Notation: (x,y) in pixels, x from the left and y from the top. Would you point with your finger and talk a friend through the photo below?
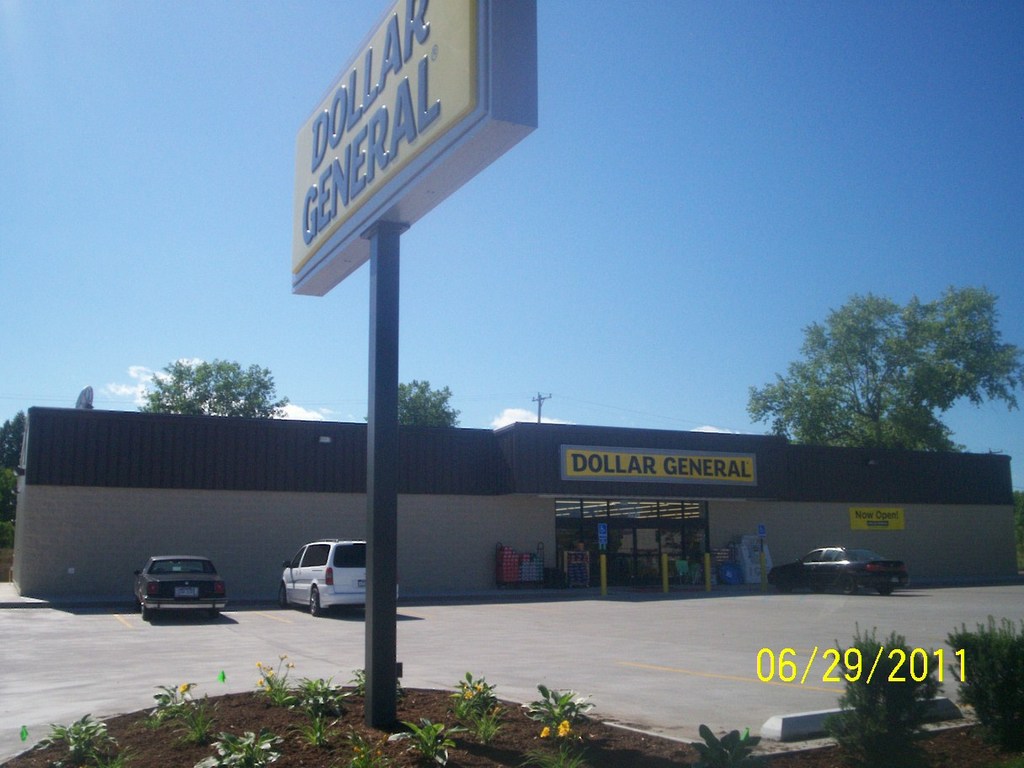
In this picture there is a building (711,501) and there is a text (688,458) on the wall (904,535). There are vehicles (173,598) on the road (506,630). In the foreground (404,174) there is a board (391,66) on the pole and there is a text (376,117) on the board (381,85) and there are plants (982,672). At back (783,423) there are trees (926,432) and there is a pole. At the top (719,151) there is sky (536,192) and there are clouds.
